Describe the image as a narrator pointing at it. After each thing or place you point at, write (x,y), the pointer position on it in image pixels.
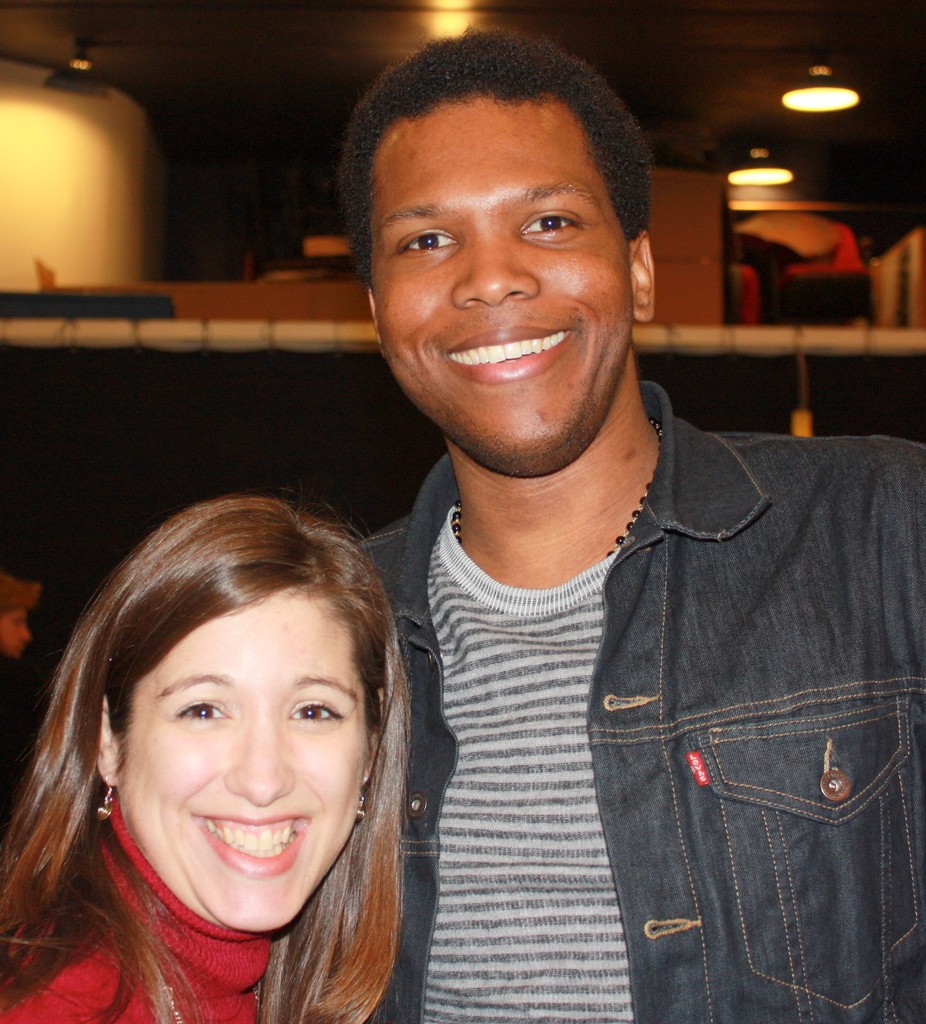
In this picture I can see in the middle (435,598) a man (457,582) and a woman (383,642) are smiling, in the background (825,62) there are ceiling lights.
